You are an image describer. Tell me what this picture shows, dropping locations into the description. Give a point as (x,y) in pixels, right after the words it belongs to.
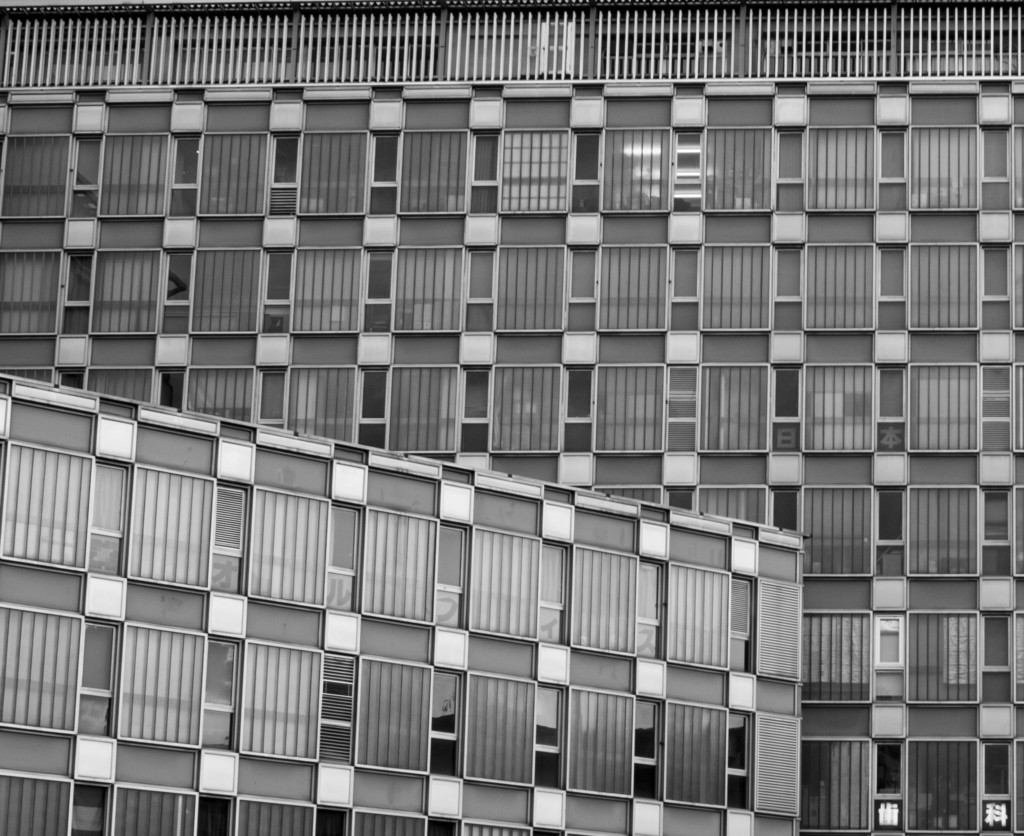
In this image there is a building (529,455) truncated, there are windows (204,679) on the building (514,618).
